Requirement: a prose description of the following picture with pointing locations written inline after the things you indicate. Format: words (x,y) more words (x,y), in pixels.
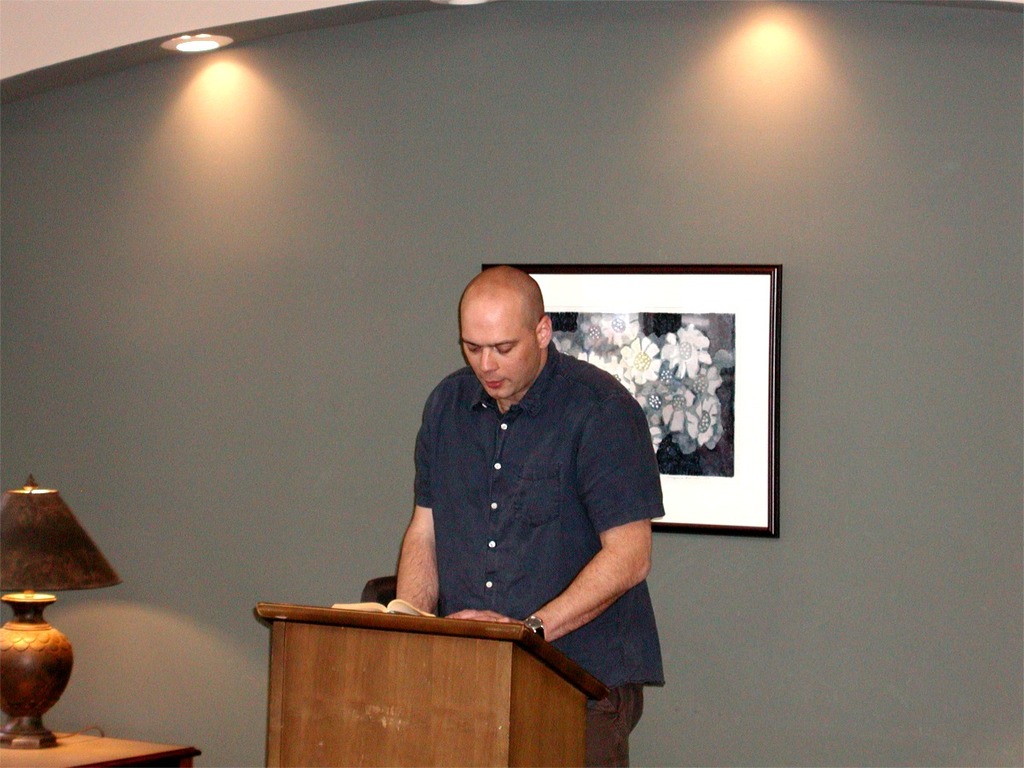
In this picture there is a man (530,277) who is standing at the center of the image (507,284) by resting his hands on the desk (486,667), he is reading a book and there is a lamp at the left side of the image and there is a portrait (775,343) on the wall (683,559) at the center of the image (677,335).
